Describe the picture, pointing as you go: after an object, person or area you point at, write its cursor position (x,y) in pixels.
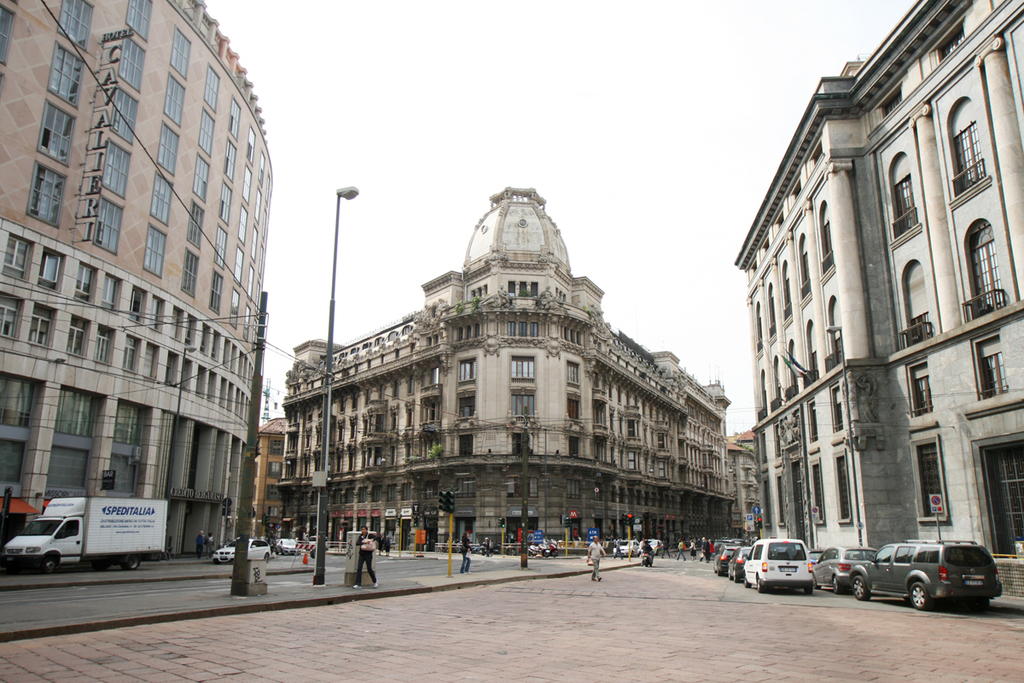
In this image I can see the buildings (235,167) on the left (92,226), right and in the center of the image (525,379). I can see some poles (328,466), signals (629,526), cars (730,564), other vehicles (794,570) and people (466,535) on the road (208,562) at the bottom of the image (654,625). At the top of the image (591,59) I can see the sky (606,59).
